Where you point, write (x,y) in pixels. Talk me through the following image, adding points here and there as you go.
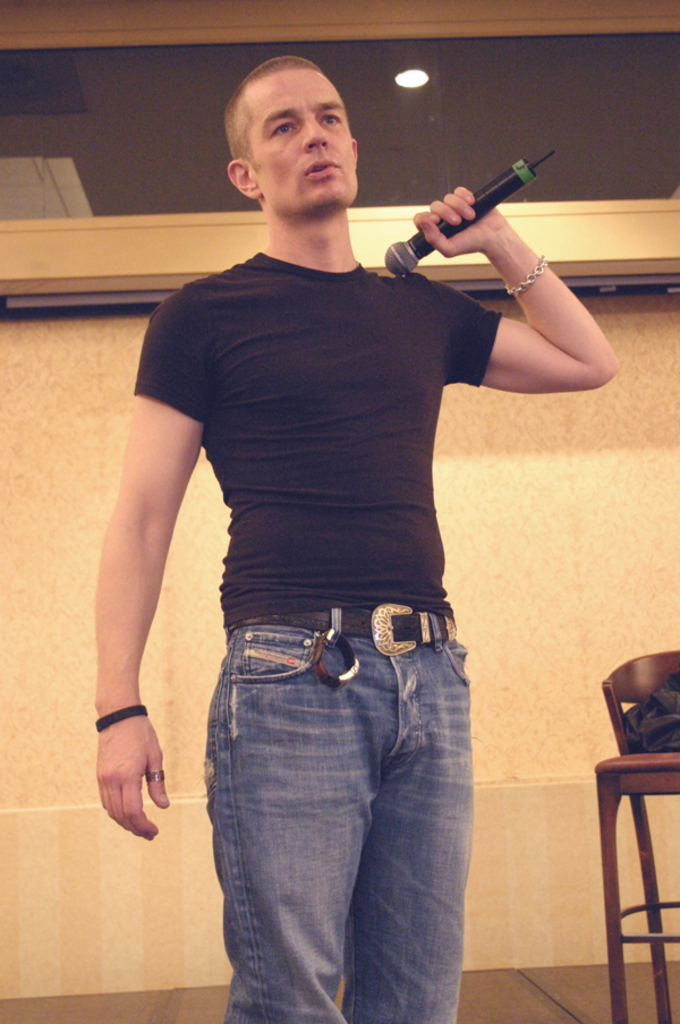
In this picture we can see a man (372,454) who is holding a mike (493,187) with his hand (505,222). On the background (536,494) there is a wall (523,466) and this is light (424,76).
